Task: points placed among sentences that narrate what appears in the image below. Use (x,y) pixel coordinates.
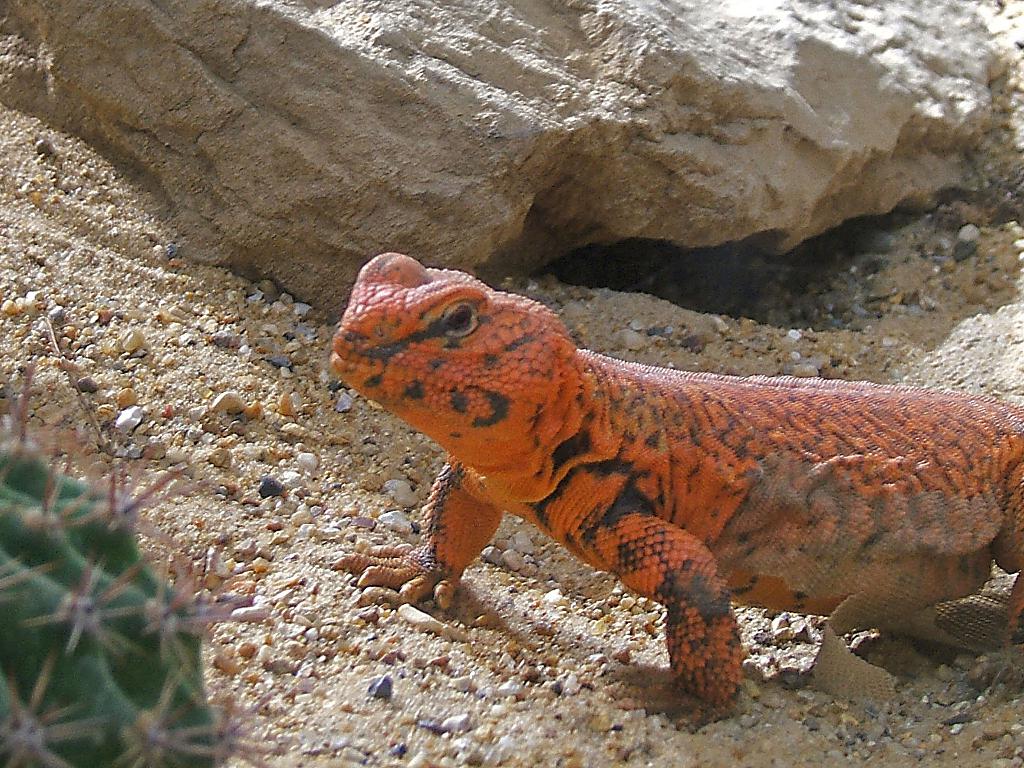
This picture describe about the orange color lizard (641,501) on the ground (345,464). Behind we can see small rock (346,196).
